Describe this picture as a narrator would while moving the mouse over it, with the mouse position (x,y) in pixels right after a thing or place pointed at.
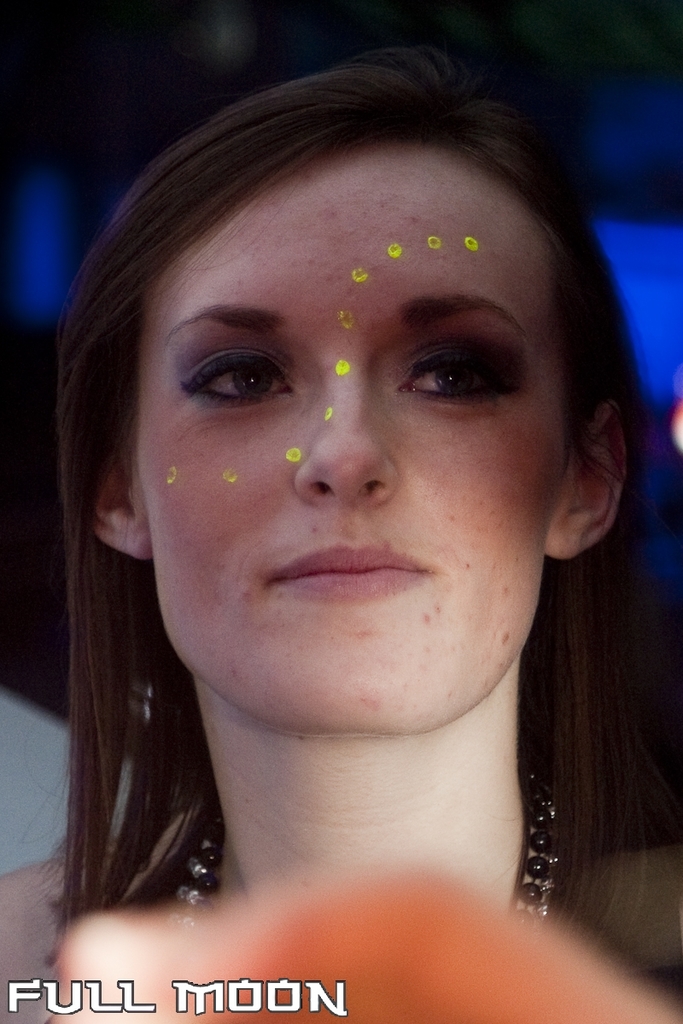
In the image we can see a woman (412,131).
